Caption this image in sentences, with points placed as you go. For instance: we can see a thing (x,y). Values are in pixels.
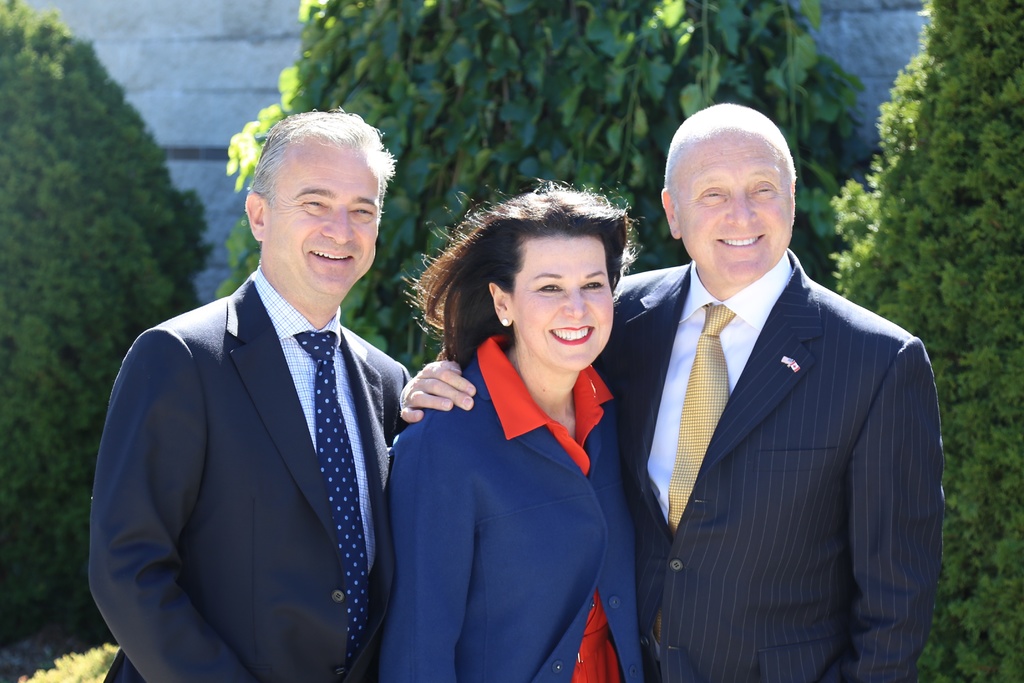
In this image we can see people (556,470) standing. And we can see the trees (928,229) and the wall (182,57).
